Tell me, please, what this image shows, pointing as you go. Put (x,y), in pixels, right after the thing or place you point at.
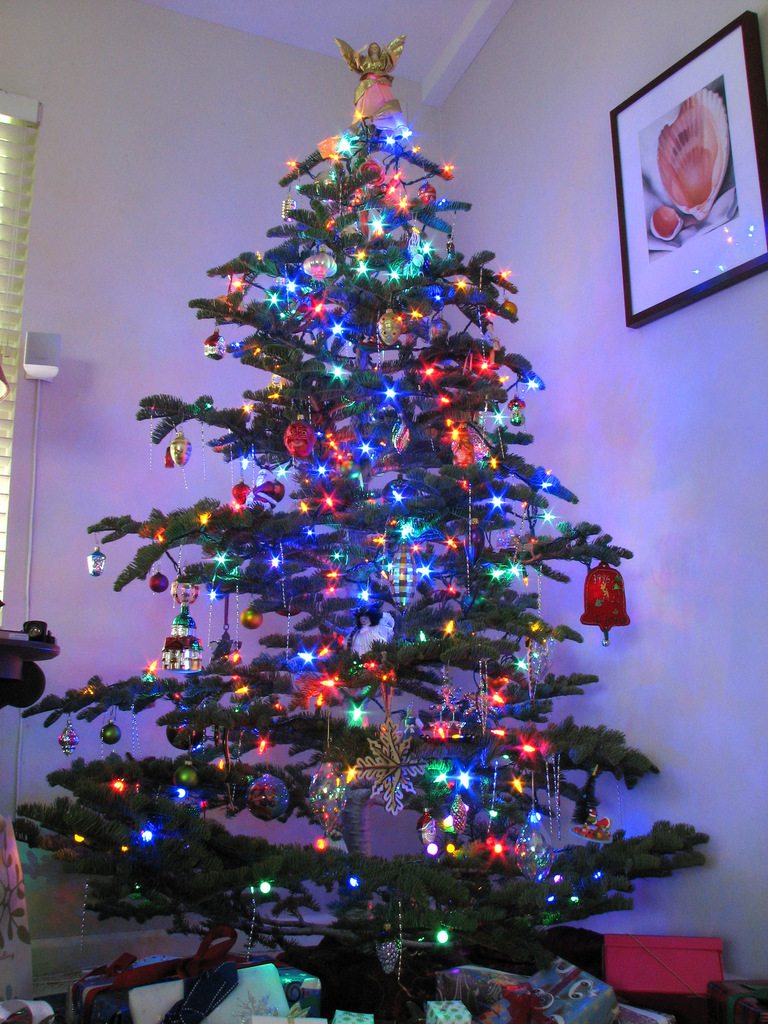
In this image I can see a christmas tree (389,406) in the front (135,706). There are lights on the tree (575,529). There is a photo frame (734,151) on the right (657,202). There is a window blind (24,150) on the left (19,193).
